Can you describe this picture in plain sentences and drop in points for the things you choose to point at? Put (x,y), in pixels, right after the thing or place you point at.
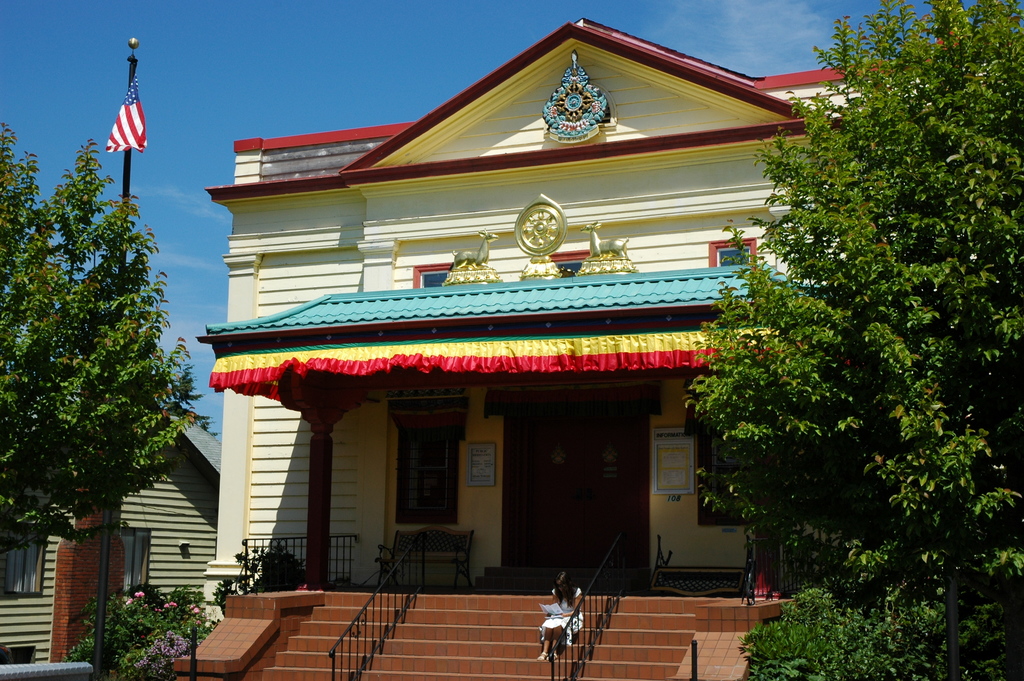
In this picture we can see a yellow building (613,198) in the front (630,359). On the bottom side (503,605) we can see some brown steps (512,622) and a woman (562,624) sitting and looking into the papers (554,611). On both sides there are some trees (1001,115). On the top (300,53) we can see the clear blue sky (284,59).
